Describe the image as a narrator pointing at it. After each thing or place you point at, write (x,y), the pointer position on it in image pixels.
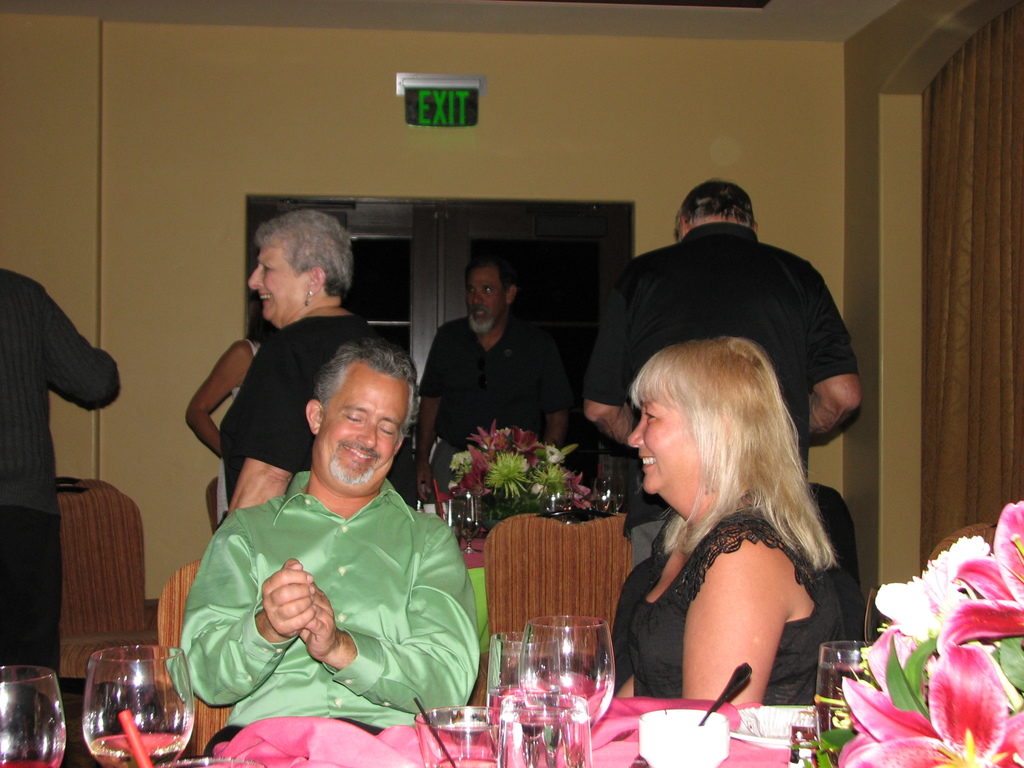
At the bottom of the image (514,700) there is a table (628,741) with glasses (501,697) and flowers (916,633). In the center of the image (364,395) there are two people (449,599) sitting on chairs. In the background of the image (278,225) there are people (590,374) standing. There are chairs (124,590). There is a table (487,570) with flowers (477,481) and glasses (471,499). In the background of the image (689,126) there is wall (168,140). There is a door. There is a exit board (440,104) on the wall (884,160).
